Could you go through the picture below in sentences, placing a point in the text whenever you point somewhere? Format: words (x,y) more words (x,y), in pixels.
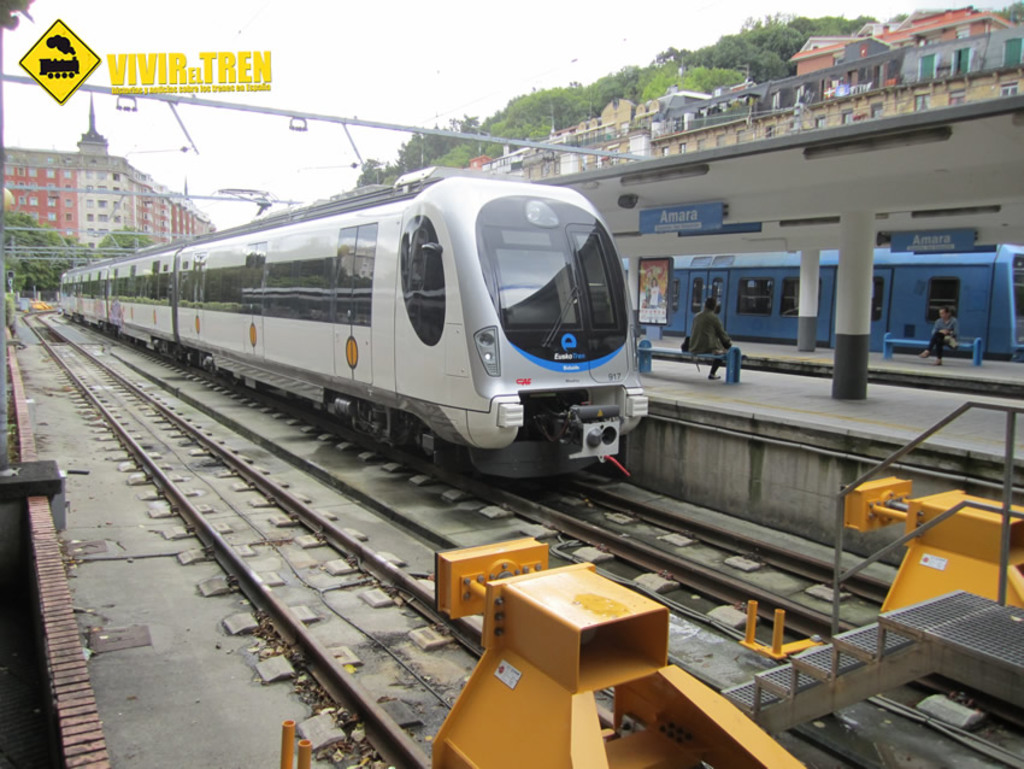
In the center of the image (380,389) there is a train (348,340) on the railway track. On the right side of the image (807,39) there is a hill (594,106), trees (698,83), buildings (832,86) and platform (887,386). On the left side of the image (156,239) there is a building (171,236). In the background (141,160) there is a sky (247,20).
